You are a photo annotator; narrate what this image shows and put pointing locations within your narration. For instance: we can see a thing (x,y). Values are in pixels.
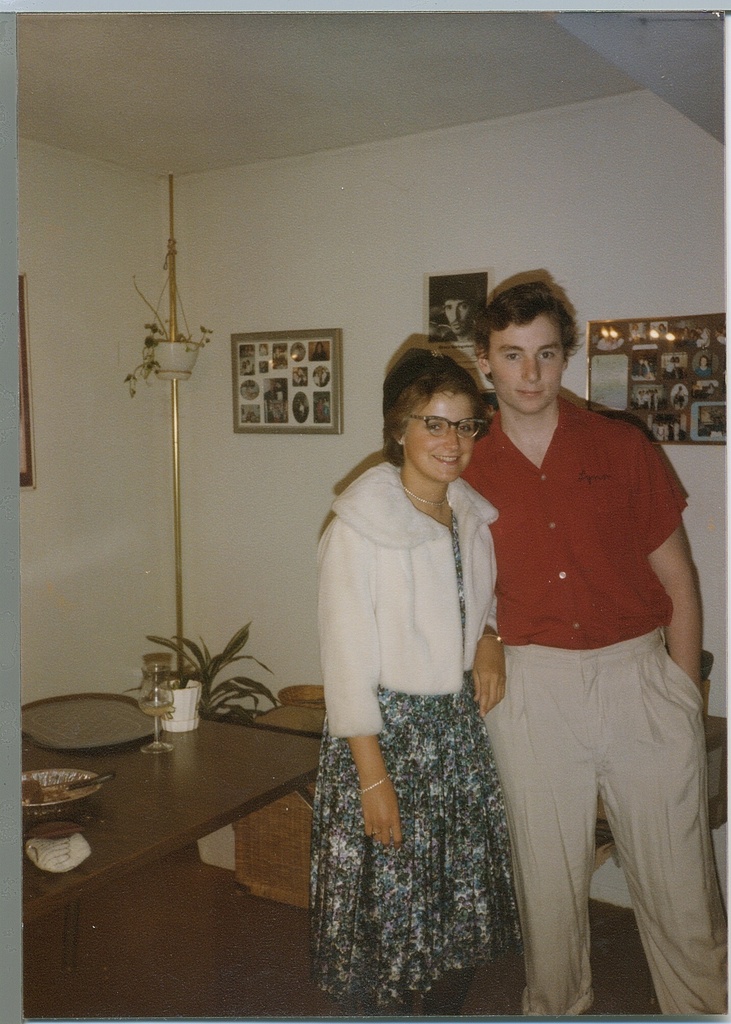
In this image a woman (405,392) is standing on the floor (273,1002). She is wearing spectacles (461,430). Beside her there is a person (584,670) standing. Left side (123,827) there is a table (120,837) having a cup (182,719), glass (144,752), plate (69,799) and few objects (60,830) on it. Behind the table (218,729) there is a pot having a plant (220,664). Few objects (269,868) are on the floor (231,902). Few frames (715,438) are attached to the wall (169,417). Left side (165,360) a pot (156,355) is hanging to a metal rod (176,466). Pot (155,350) is having a plant (154,364).
